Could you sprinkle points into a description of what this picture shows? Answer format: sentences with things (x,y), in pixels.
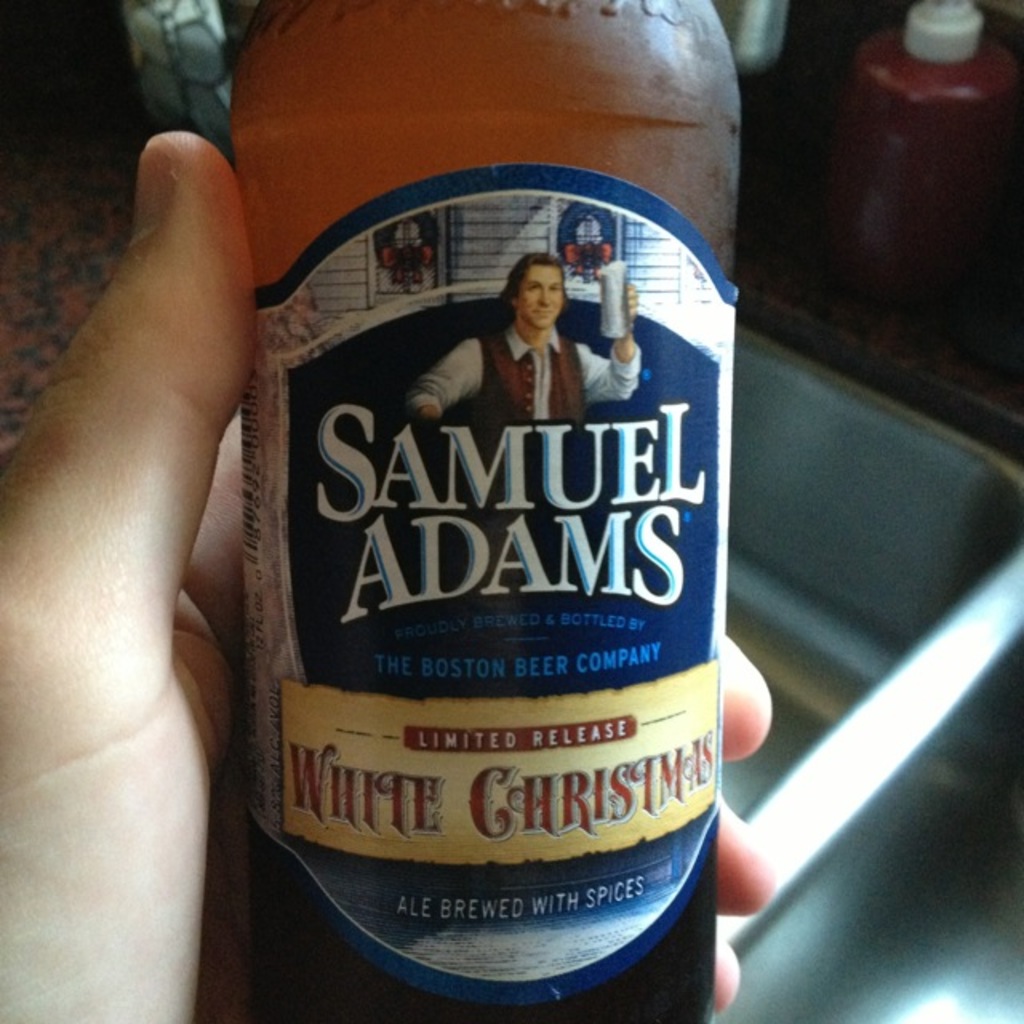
The image looks like it is clicked inside the room (865,795). The person (138,809) is holding a beer bottle (315,854) in his or her hand (155,773). On the bottle (425,660) it is written as Samuel Adams.
